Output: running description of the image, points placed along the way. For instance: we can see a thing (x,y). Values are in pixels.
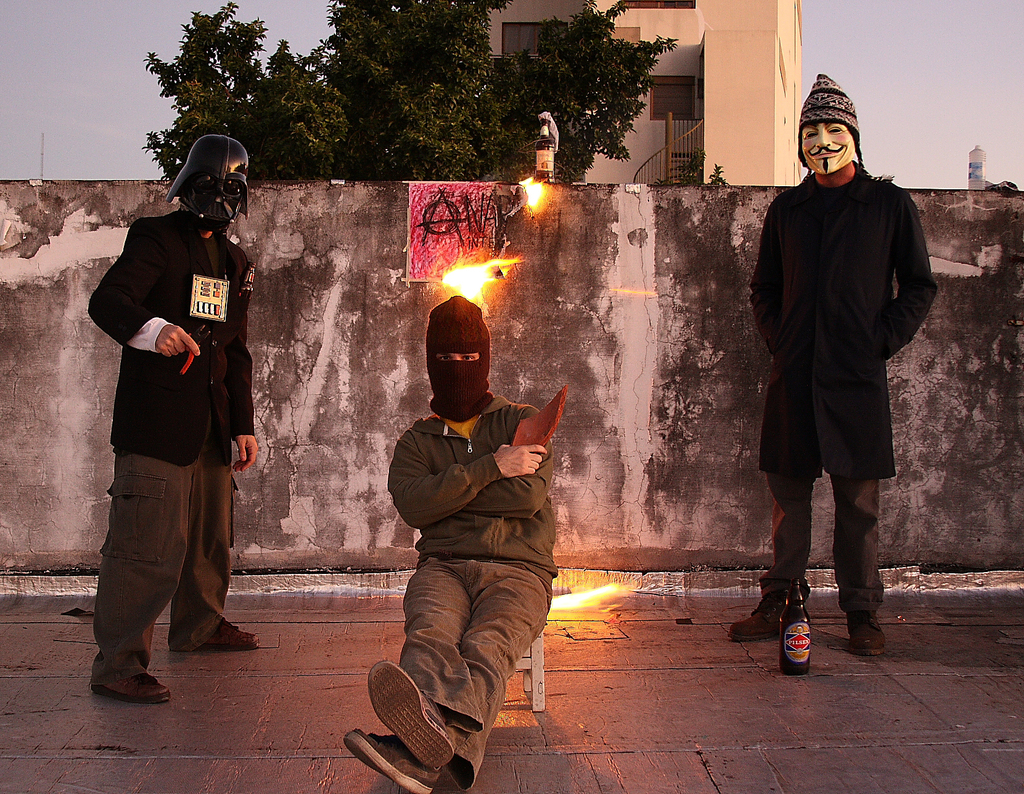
In this picture we can see a person (379,668) wearing a cap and sitting on the stool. We can see two people (113,307) wearing masks (198,175) and standing. There are a few lights (529,197), bottles (979,157) and some text (435,212) on the wall (56,184). We can see a few trees (487,68) and a building (718,62) in the background (596,64). There is the sky (135,30) visible on top (85,30).
